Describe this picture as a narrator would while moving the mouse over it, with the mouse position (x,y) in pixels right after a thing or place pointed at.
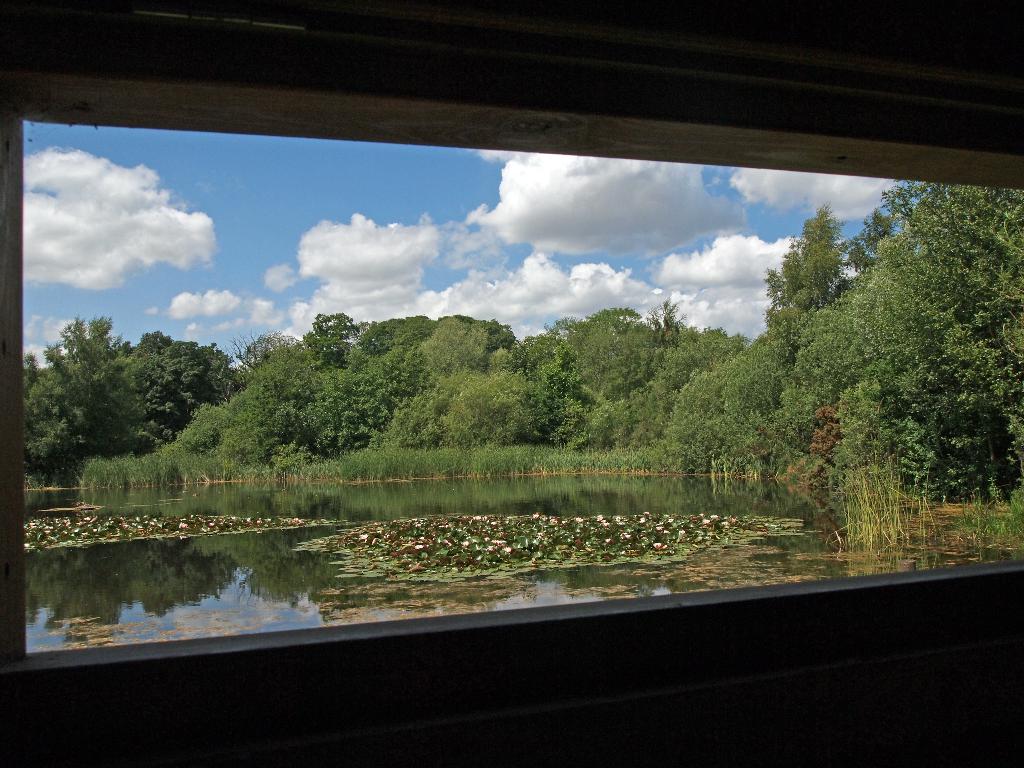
Through the window (53,114) we can see the sky (515,231) with clouds (591,268), trees (548,355) and water (463,587). On the water (600,488) we can see the flowers (607,523) and leaves (464,574).
